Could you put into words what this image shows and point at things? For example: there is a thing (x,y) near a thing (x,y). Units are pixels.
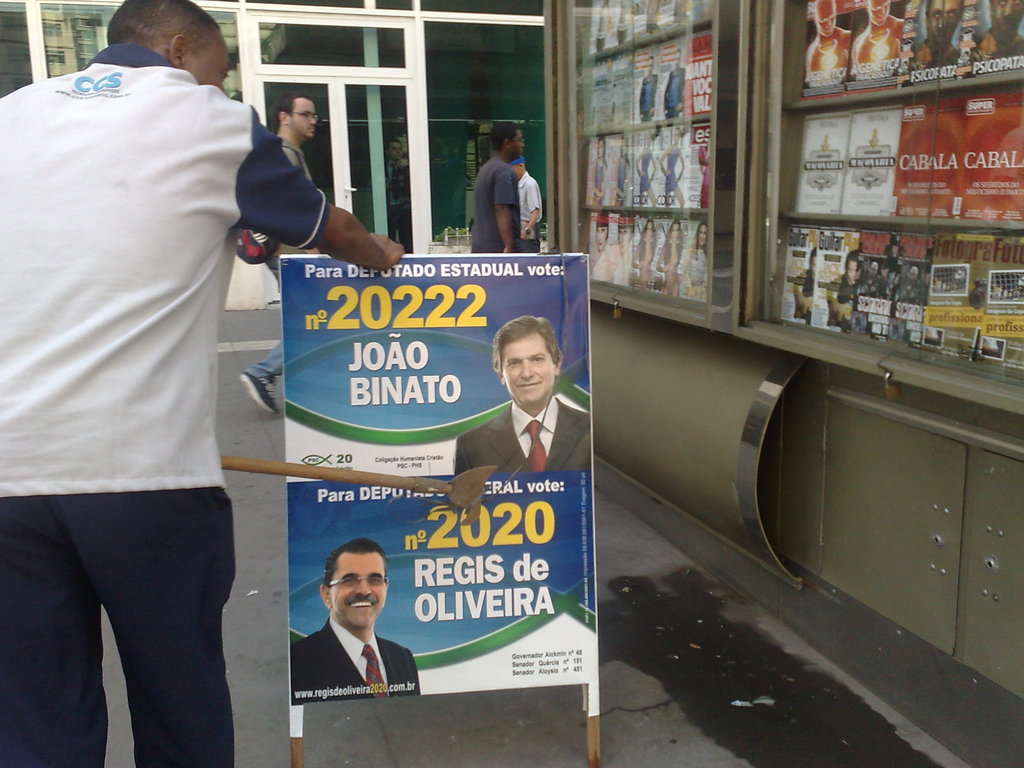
The person (125,355) standing in the left corner (105,331) placed his hands (377,261) on a banner (380,374) in front of him, Which has something written on it and there are some other objects (929,199) beside it.
